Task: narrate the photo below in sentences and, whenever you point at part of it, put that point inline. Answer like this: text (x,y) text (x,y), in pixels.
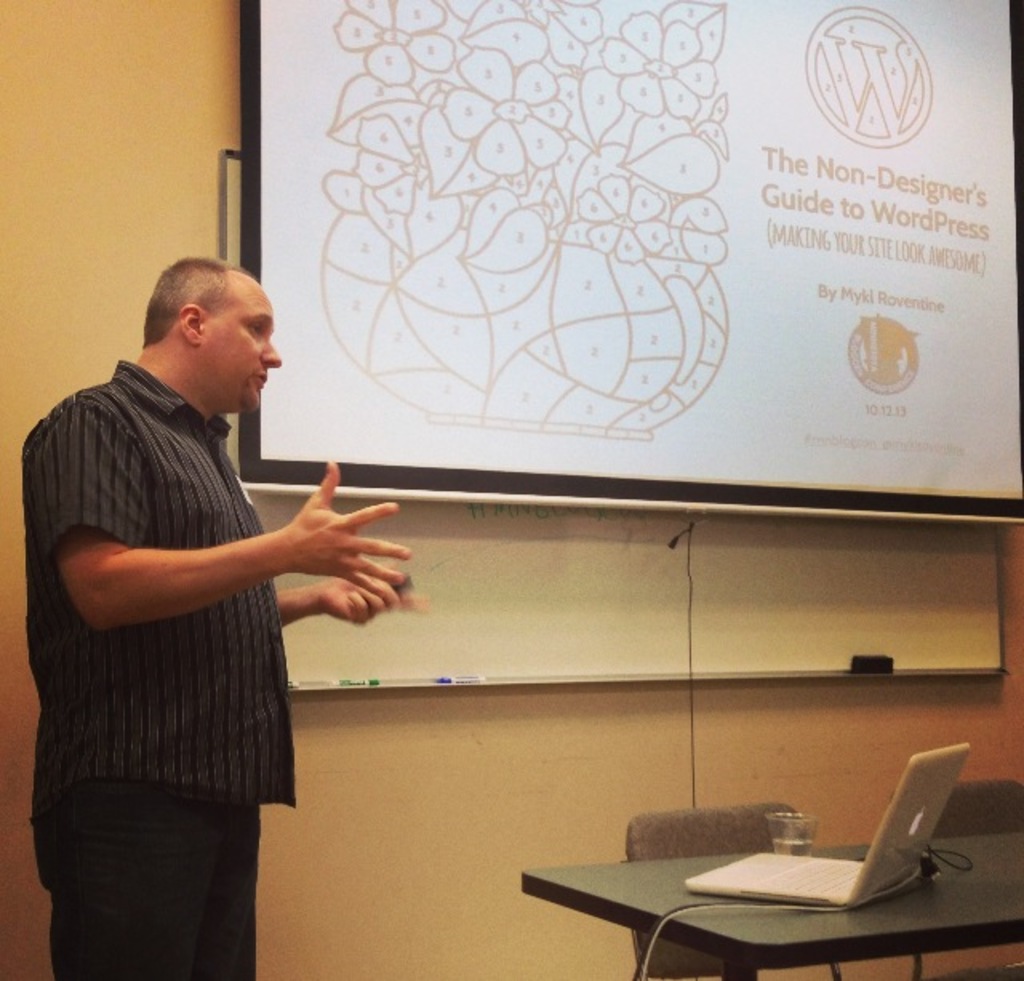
This is a picture of a screen (1002,115) attached to the wall (202,87) in which it is described as the non -designer 's guide to WordPress and a man (210,750) wearing a black color shirt (225,750) and a black color pant (88,971) explaining about the topic in the screen (909,320) and there is a white board (675,532) attached to the wall (667,793) and there is a chair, table (692,893) and in that table (745,914) there is a laptop (805,856) and a glass (789,852).
